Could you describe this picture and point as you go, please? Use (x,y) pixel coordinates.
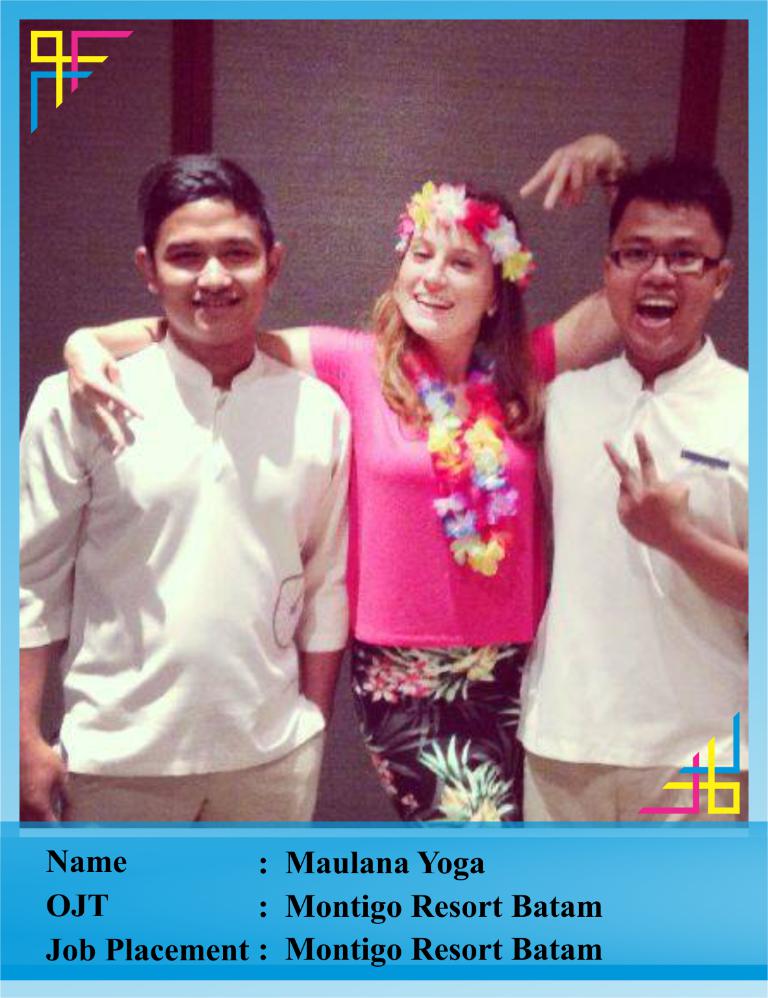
This image looks like a photo frame (534,831) in which I can see three persons (486,537) are standing and I can see a text (466,861) and a wall (434,160).
